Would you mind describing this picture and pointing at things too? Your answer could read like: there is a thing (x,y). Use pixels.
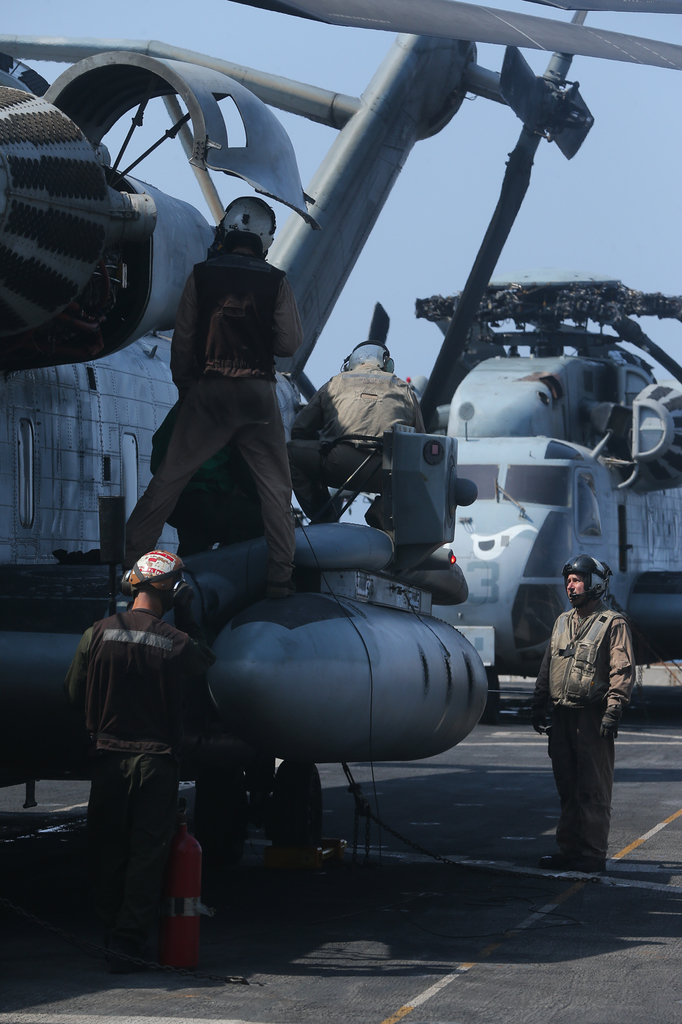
In the image in the center (345,417) we can see helicopters (280,376) and few people (573,599) were standing and wearing helmet (263,250). In the background (428,357) we can see the sky (564,179).
